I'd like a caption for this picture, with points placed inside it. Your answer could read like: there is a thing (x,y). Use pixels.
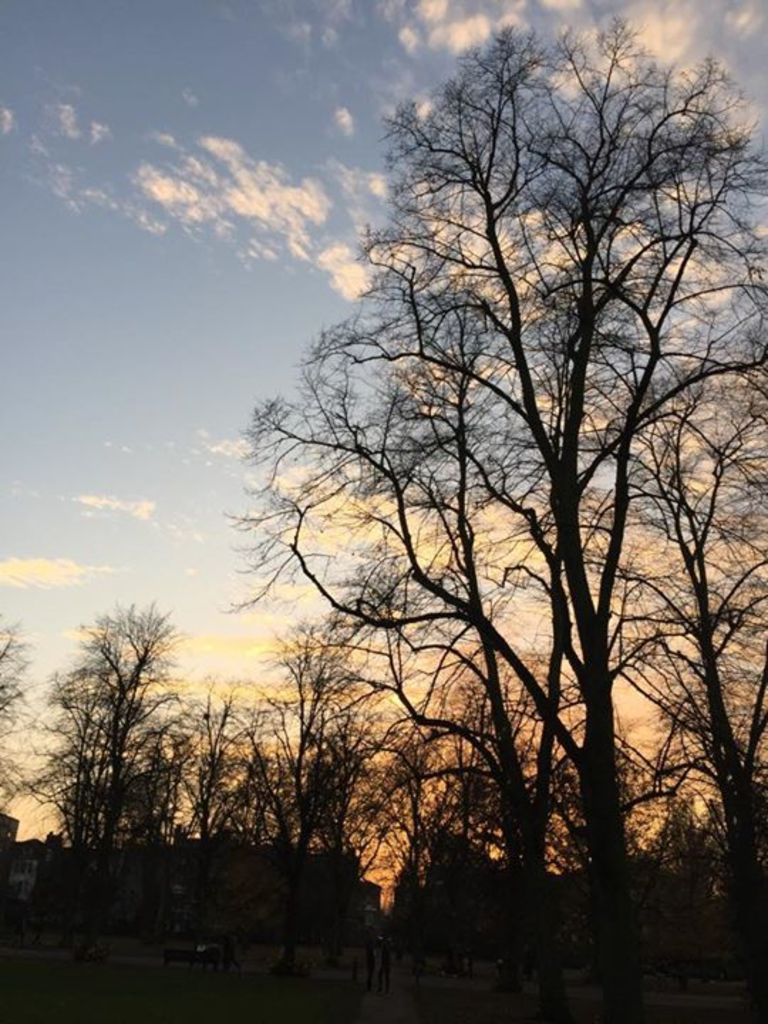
There are trees (760,842) and buildings (186,870) on the ground (174,979). In the background (225,525), there are clouds (206,196) in the blue sky (25,519).
